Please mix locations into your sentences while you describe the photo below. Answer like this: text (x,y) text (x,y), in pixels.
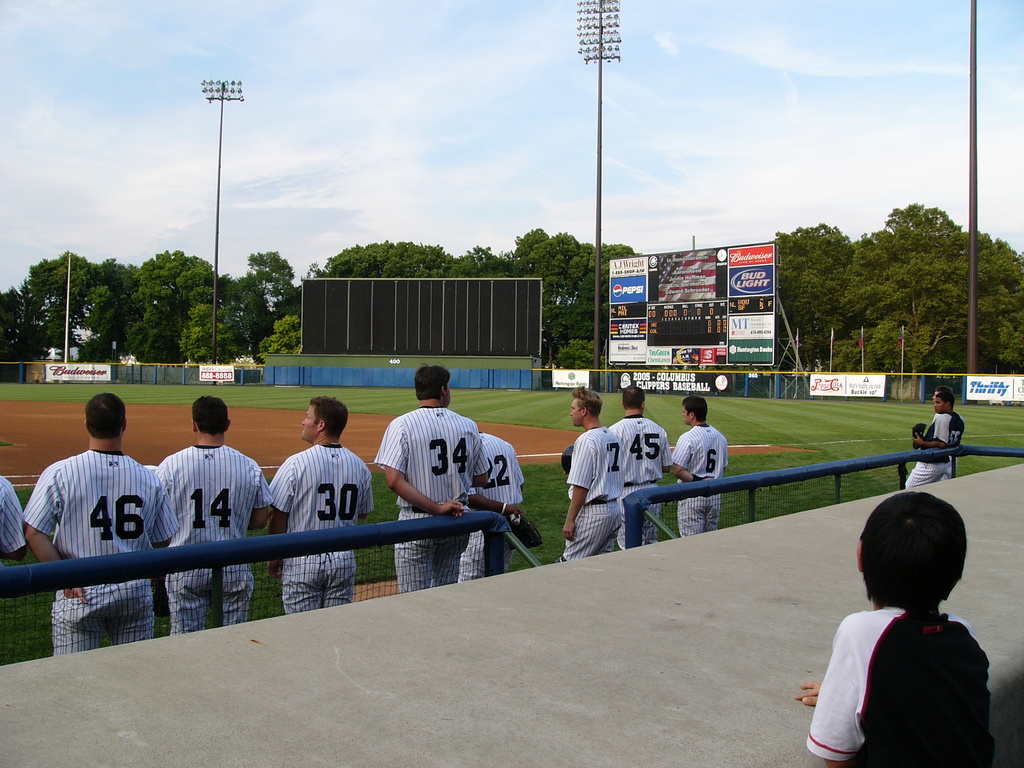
In the center of the image (346,509) we can see people (209,584) standing and there is a fence (496,553). On the right (946,707) there is a boy (898,650). In the background (208,367) we can see trees (87,359), poles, boards (761,358) and sky (550,122).
